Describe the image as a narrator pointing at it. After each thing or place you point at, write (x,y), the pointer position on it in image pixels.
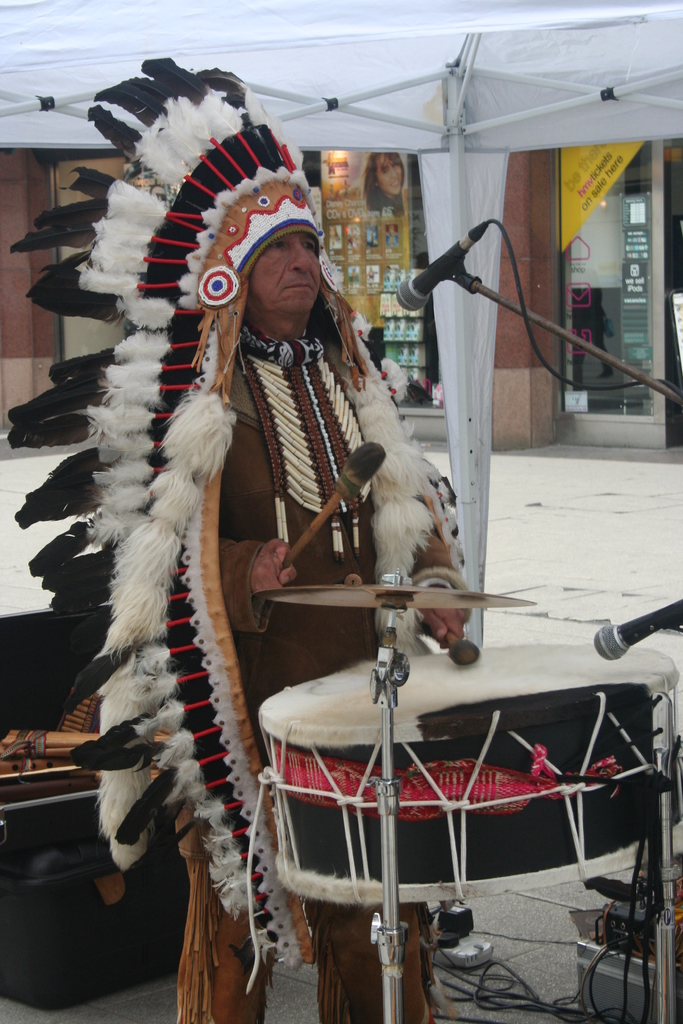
In this image there is a person (183,649) standing and playing drums (541,718) under the tent (471,62). At the back (591,273) there is a building (562,281), at the bottom (488,968) there is a box (158,930) and a wire (591,1015).
